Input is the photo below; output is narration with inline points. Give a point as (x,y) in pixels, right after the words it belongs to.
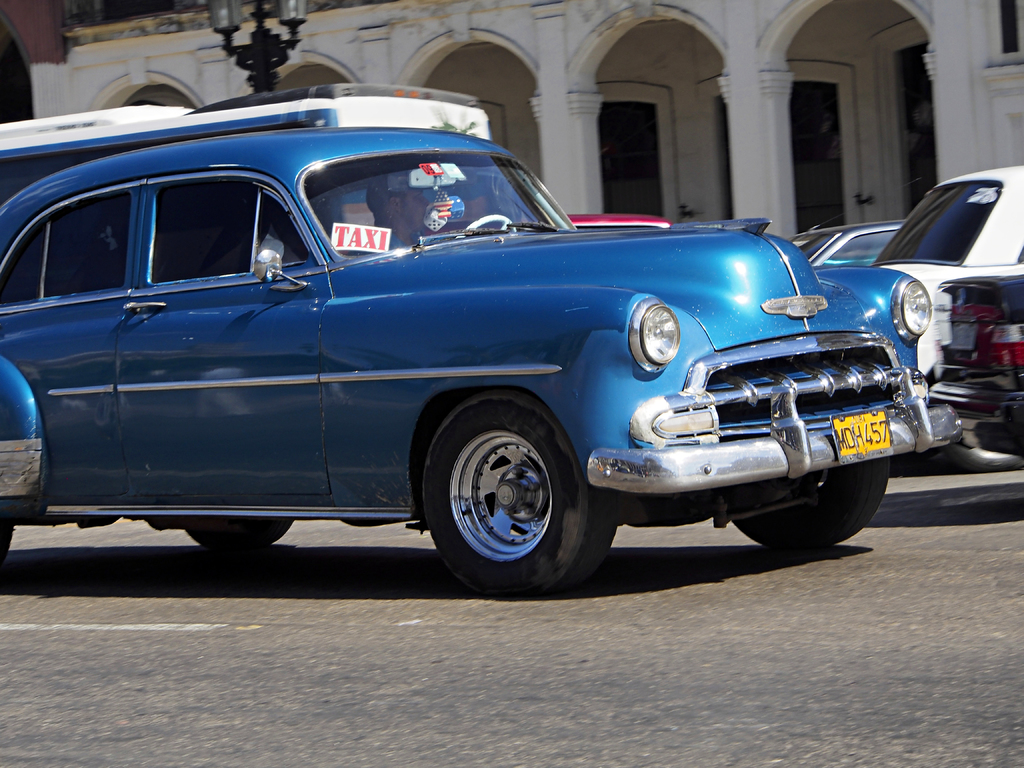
In the center of the image (566,440) we can see a few vehicles (843,427) on the road (353,652). In the background (294,23) there is a building (433,39), pillars (970,84), one pole (249,62) and a few other objects (489,116).
